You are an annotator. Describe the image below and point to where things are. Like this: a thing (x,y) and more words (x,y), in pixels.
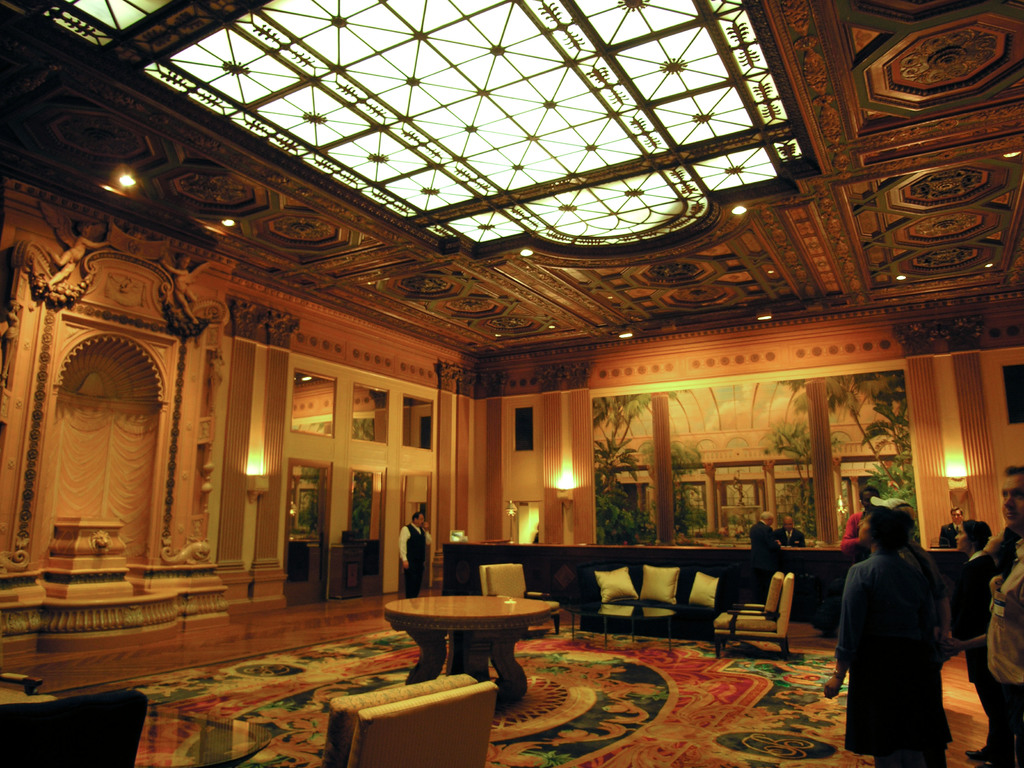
In this image, There is a floor (671,700) of red color, There is a table (459,601) in yellow color, And there are some chairs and on the wall (871,459) there is a picture (709,416) in which there are some trees (690,468) and on the top (900,183) there is a wooden structure (848,62) made of woods (337,194).
